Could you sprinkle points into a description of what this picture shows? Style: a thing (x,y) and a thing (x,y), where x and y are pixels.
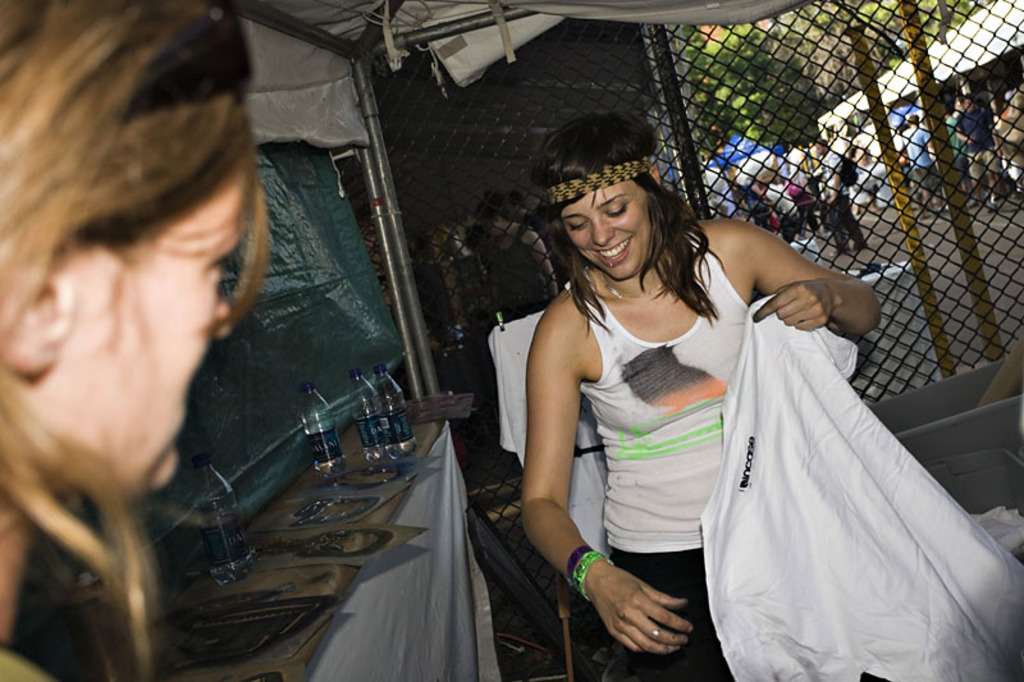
In this picture we can see a woman (617,490) is holding a white t shirt (728,498). On the left side of the woman (635,409) there is another woman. On the left side of the women (631,435), it looks like a table (333,635) and on the table (325,647) there are bottles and some objects (289,553). Behind the women (579,355) there is a mesh (491,162). Behind the mesh (552,227) there are groups of people (837,165), stalls (854,104) and trees (794,59).
